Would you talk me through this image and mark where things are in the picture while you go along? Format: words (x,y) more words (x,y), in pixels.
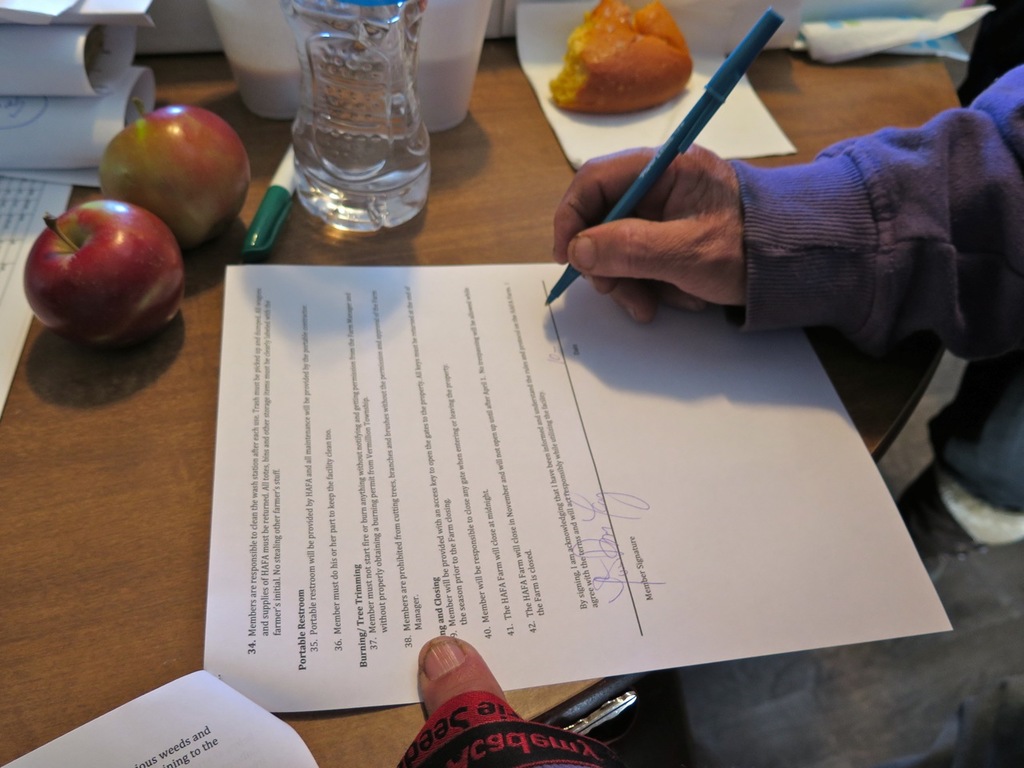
On a table (927,101) there are food items (151,191), papers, pen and on the paper (612,449) a person (733,294) is signing.
